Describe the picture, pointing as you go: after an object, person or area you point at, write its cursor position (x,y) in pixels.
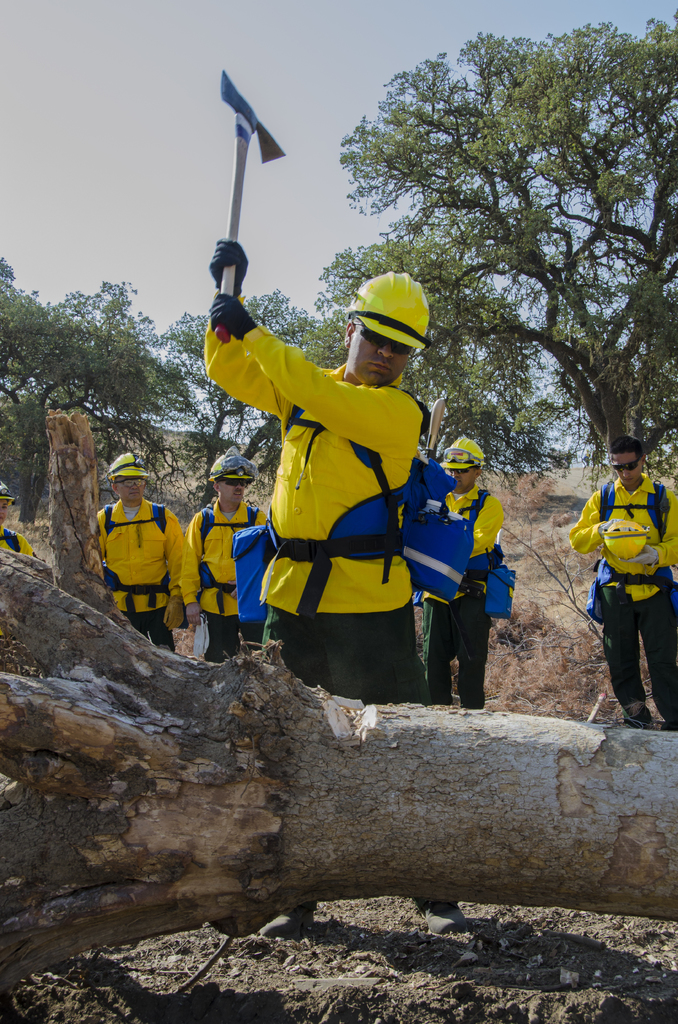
At the bottom of the image (279,710) there is a tree trunk (220,782). Behind the trunk (20,836) there is a man (316,564) with yellow jacket (342,417) and a yellow helmet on his head (357,372). Behind him there are few people (455,616) with yellow jacket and yellow helmets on their heads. Behind them there are trees (503,76) and also on the ground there is grass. At the top left of the image (161,156) there is sky (279,46).
